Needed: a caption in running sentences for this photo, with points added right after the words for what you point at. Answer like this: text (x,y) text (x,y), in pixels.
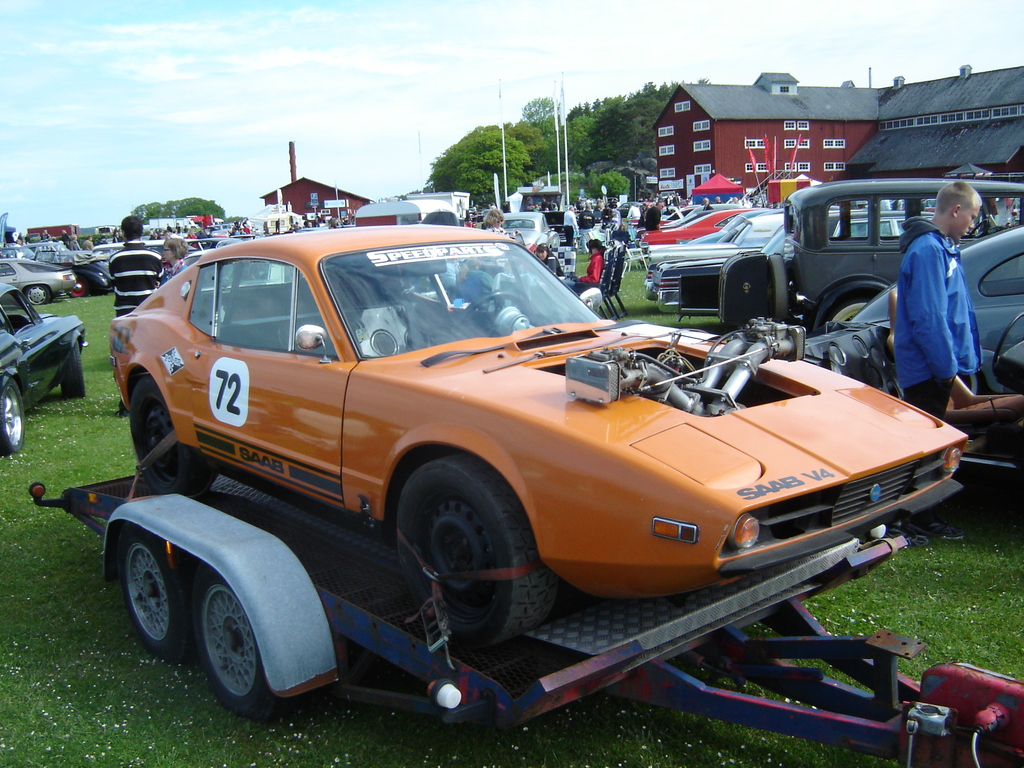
In this picture we can observe an orange color car (364,435) placed on this carrier (293,618). We can observe some cars (55,333) parked on the ground (189,728). There are some people (158,278) standing. We can observe a building (834,148) which is in maroon color on the right side (794,134). We can observe white color poles (558,136). In the background (512,163) there are trees (619,128) and a sky (373,76) with clouds (323,44).
